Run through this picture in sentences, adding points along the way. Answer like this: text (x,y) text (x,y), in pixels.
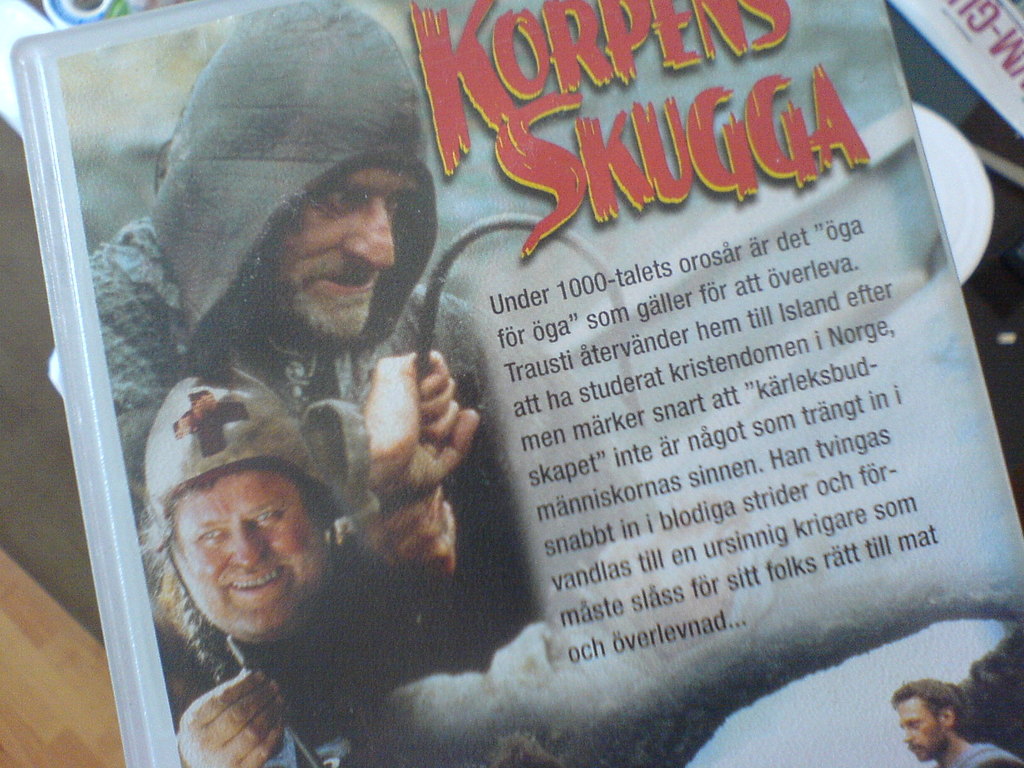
In this image we can see a book (616,451). In the background (3,624) there is a floor (61,630).
